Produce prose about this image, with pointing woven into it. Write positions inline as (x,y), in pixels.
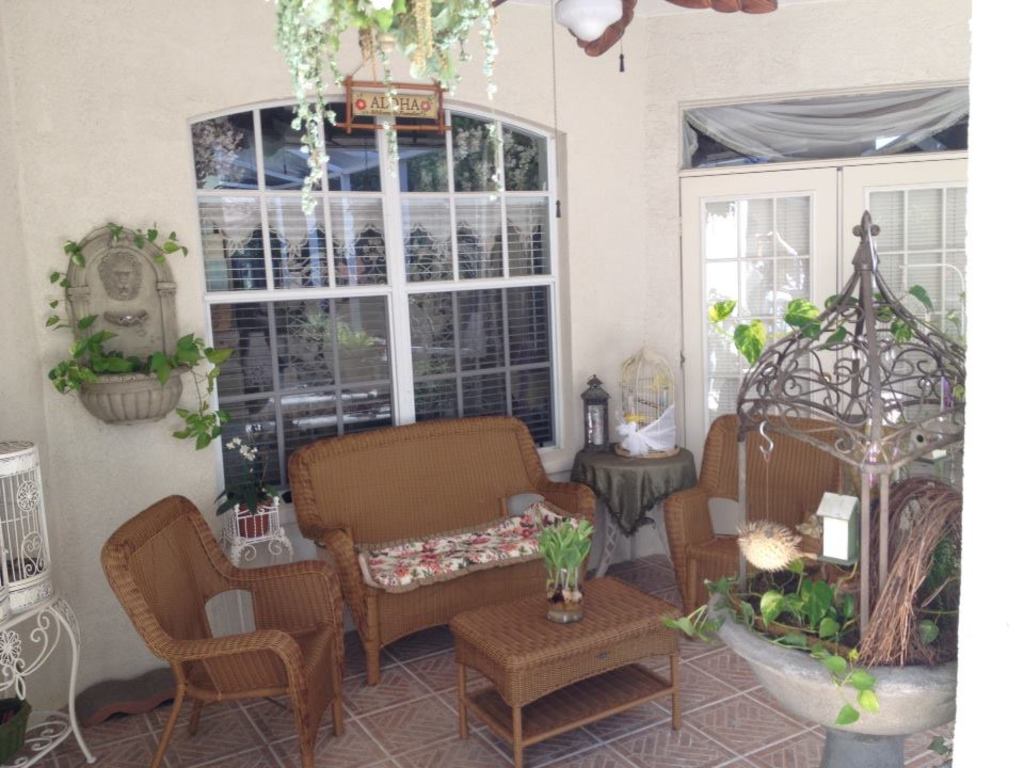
In this image on the middle (415,505) there is one couch (438,579) and in front of the couch (377,586) there is one table (547,629) on the table (540,641) there is one plant (561,600). On the right side of the image (810,599) there is one plant (835,619) and on the top (165,18) there is a wall (135,76). On the left side (30,553) there is one basket (13,508) and in the middle (412,358) there is a window (318,310) and beside the couch (457,528) there is one table (627,480) and on the table (620,485) there is one basket (635,401) and that table (637,481) is covered with a cloth (634,479).
